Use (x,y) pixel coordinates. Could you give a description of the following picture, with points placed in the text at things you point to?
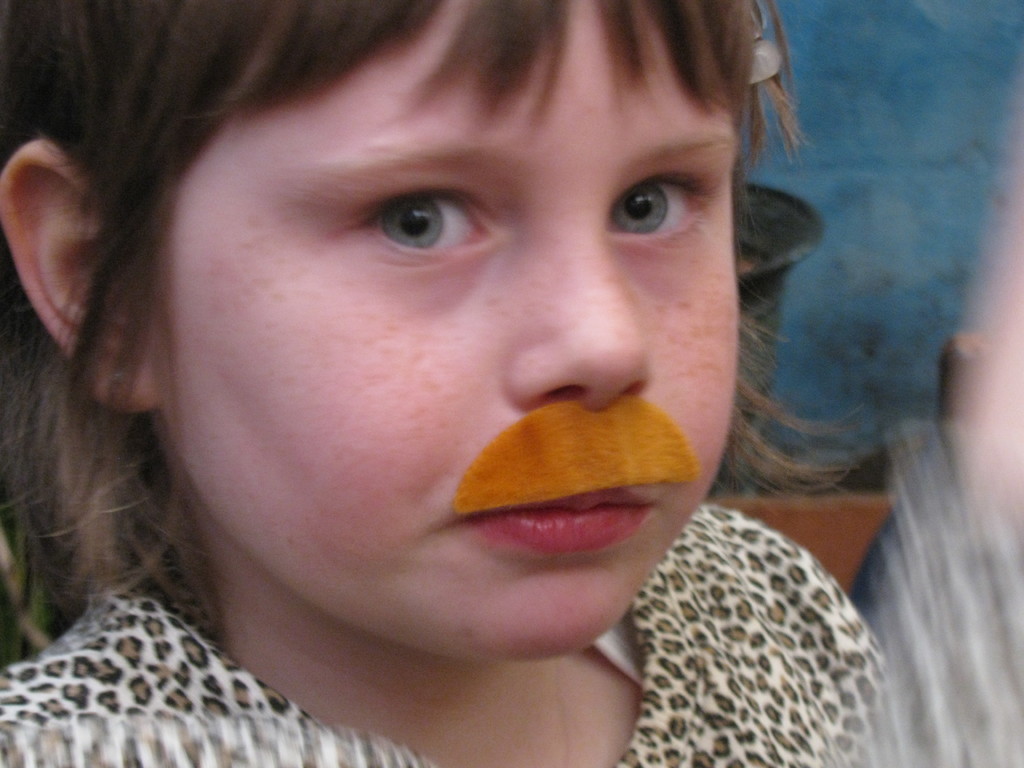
In this picture I can see there is a child (165,655) standing here and she is looking at the left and she has some orange mustache (568,464) and there is a blue color wall (850,119) in the backdrop (801,331).
